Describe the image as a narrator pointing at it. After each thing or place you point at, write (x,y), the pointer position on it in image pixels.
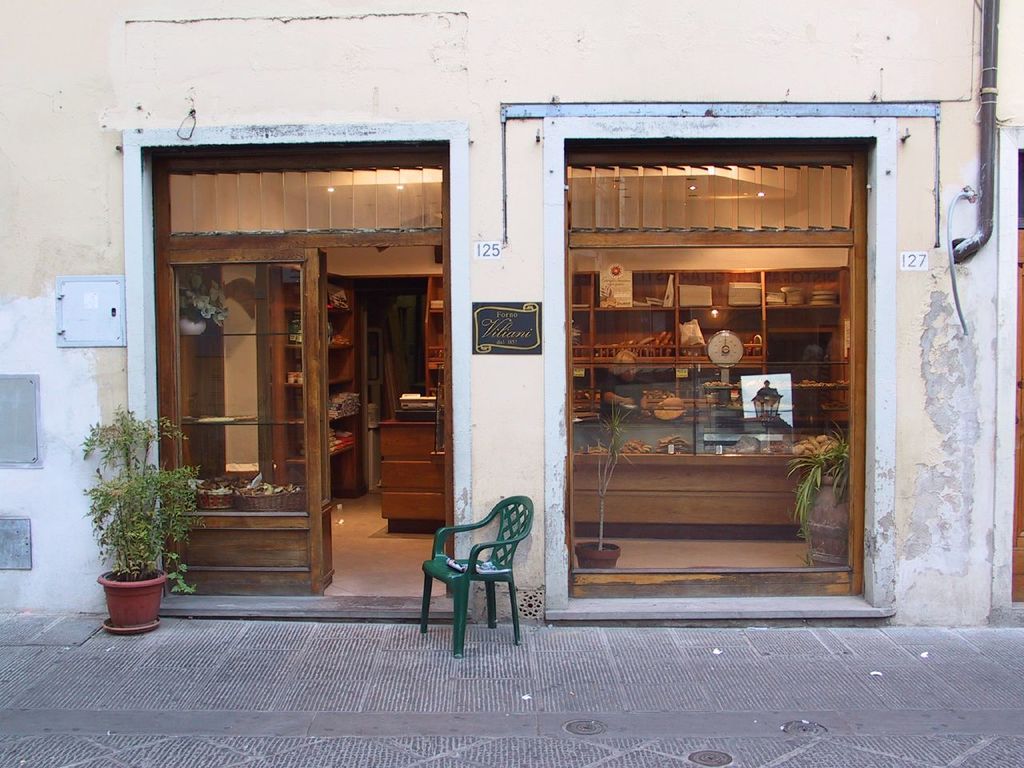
In this picture we can see glass (585,259), cupboards (431,429), basket (252,492), flower pot (115,602) with plant (193,474), chair (514,598), pipe (983,182), wall (106,116) and in front of them there is a floor (389,726).
